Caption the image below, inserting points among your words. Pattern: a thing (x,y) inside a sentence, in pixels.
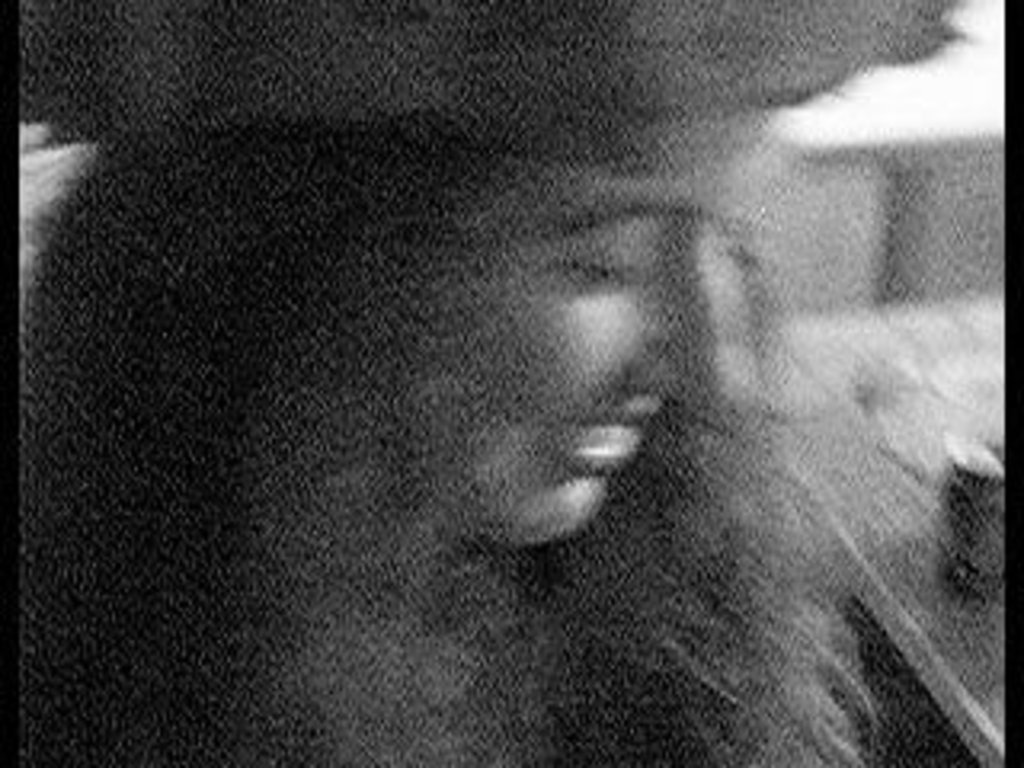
In this image there is a lady (487,327). The picture is hazy.
